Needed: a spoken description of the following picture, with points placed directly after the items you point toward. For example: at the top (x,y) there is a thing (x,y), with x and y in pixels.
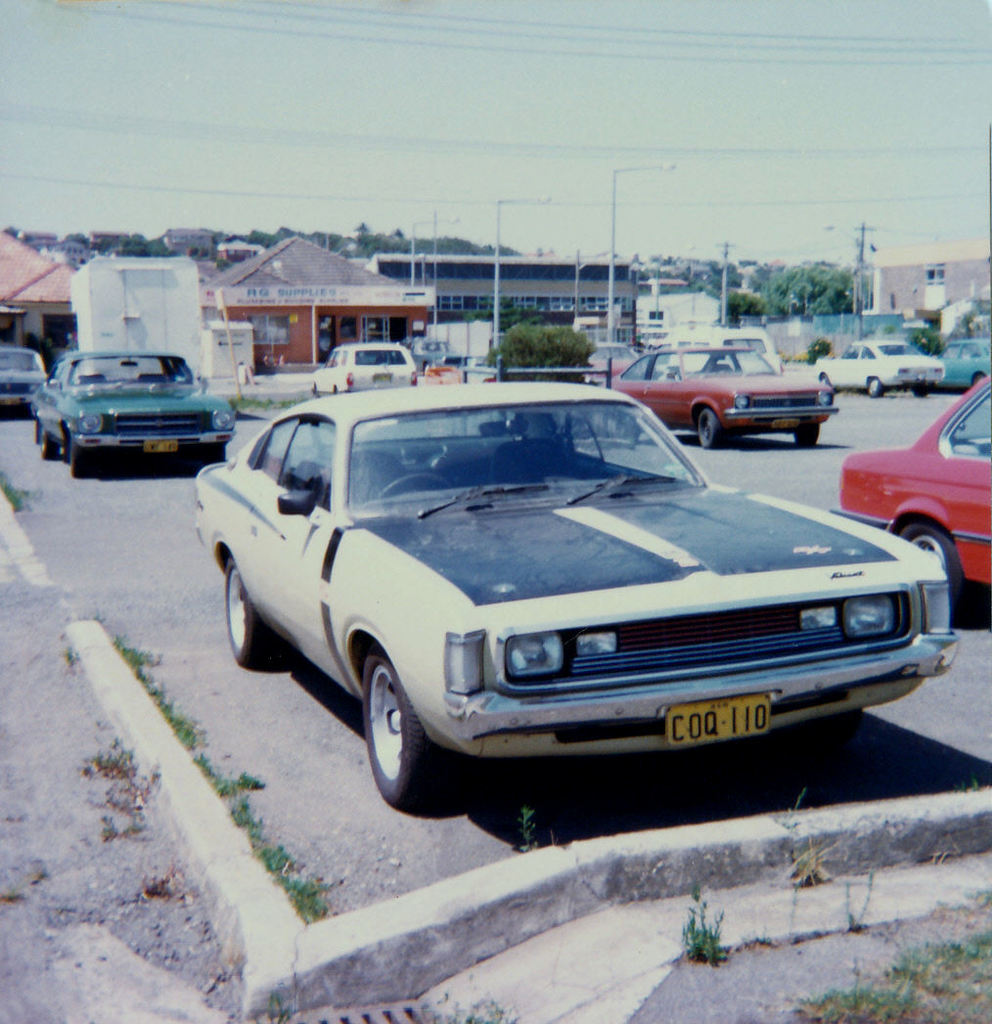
In this image we can see there are so many cars (476,615) parked on the road (3,475), behind that there are buildings (672,320) and some electrical poles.
